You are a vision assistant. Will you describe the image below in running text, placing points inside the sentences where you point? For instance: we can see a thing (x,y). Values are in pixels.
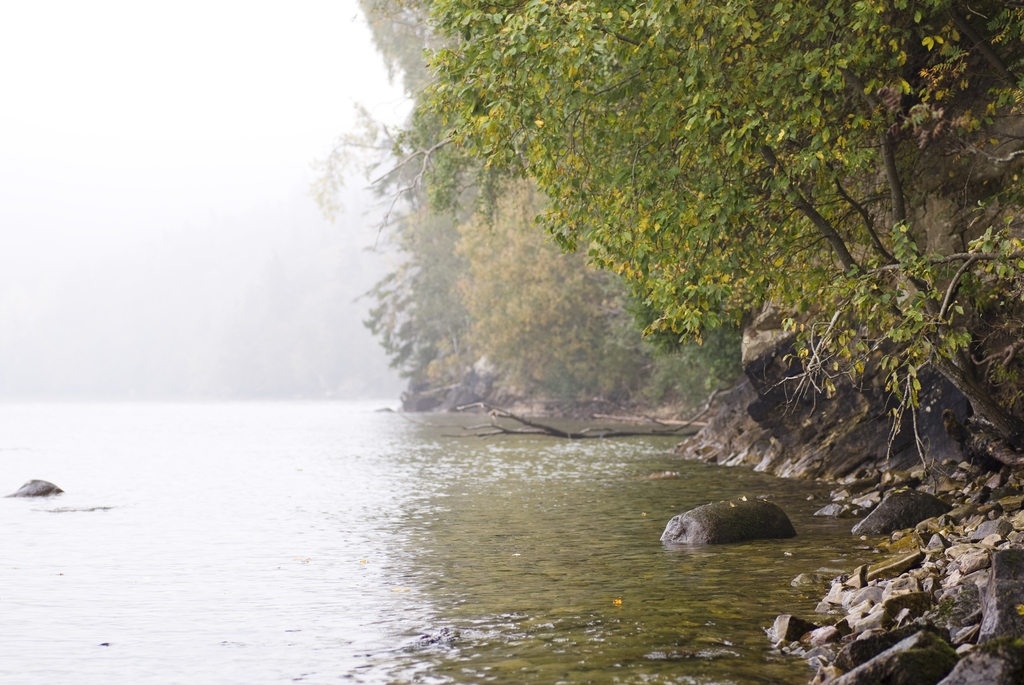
In this image we can see water (447,535), stones (937,565), rocks (887,509), trees (626,182), and sky (15,37).
